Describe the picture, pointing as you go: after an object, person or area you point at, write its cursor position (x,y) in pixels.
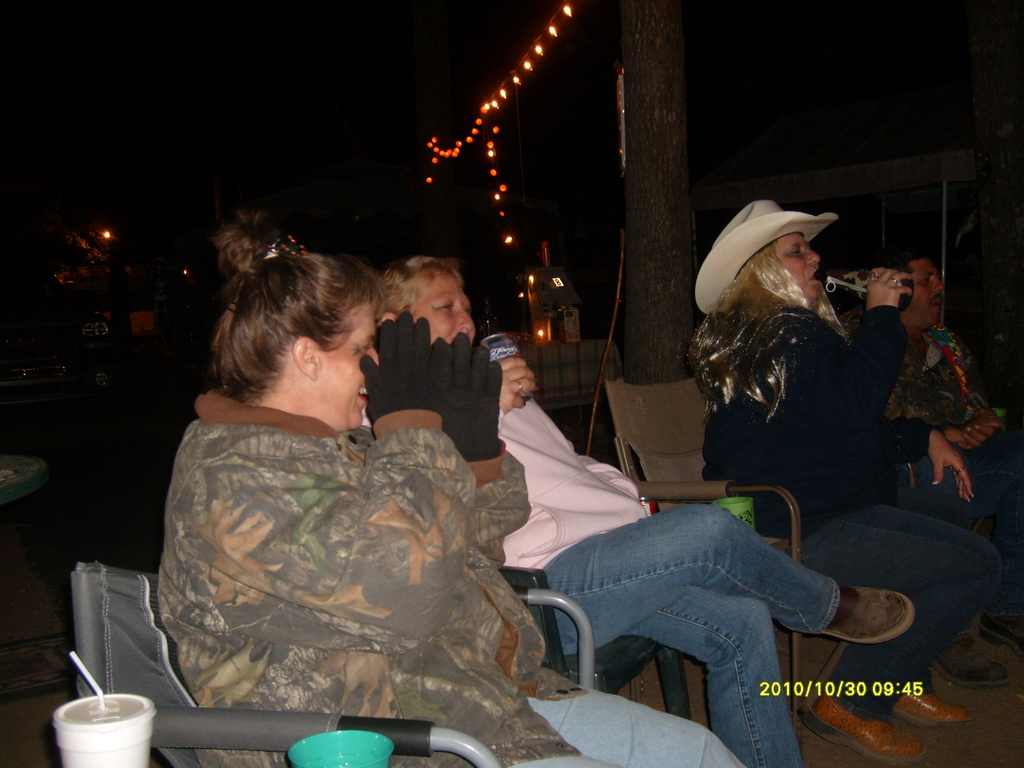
In the foreground (959,437), I can see four persons (697,516) are sitting on the chairs (636,665) and are holding some objects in their hand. In the background (548,157), I can see buildings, vehicles (66,393) on the road (122,405), trees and a dark color. This image taken, maybe during night.
